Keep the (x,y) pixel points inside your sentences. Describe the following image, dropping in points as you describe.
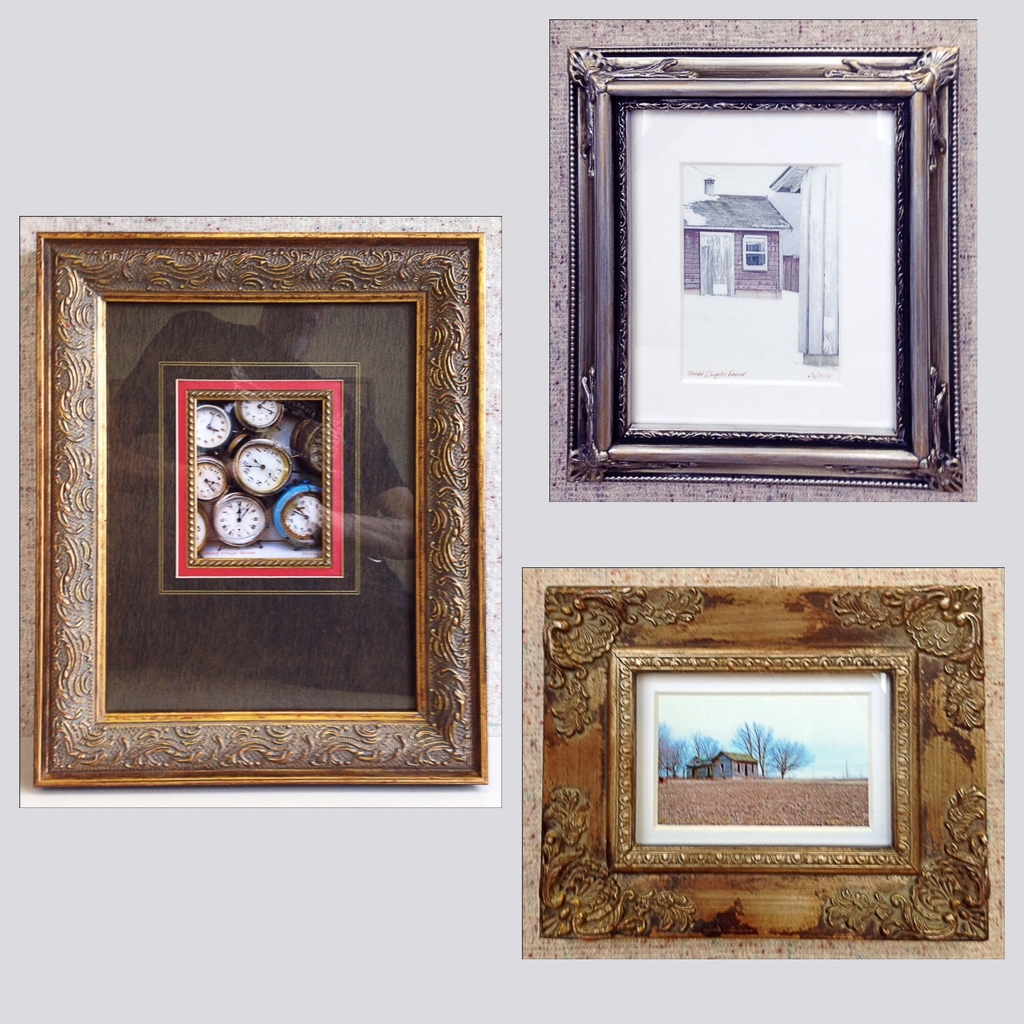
In the image there are three types of photo frames (602,351) attached to the wall (556,226) and the wall (370,898) is of white color.
